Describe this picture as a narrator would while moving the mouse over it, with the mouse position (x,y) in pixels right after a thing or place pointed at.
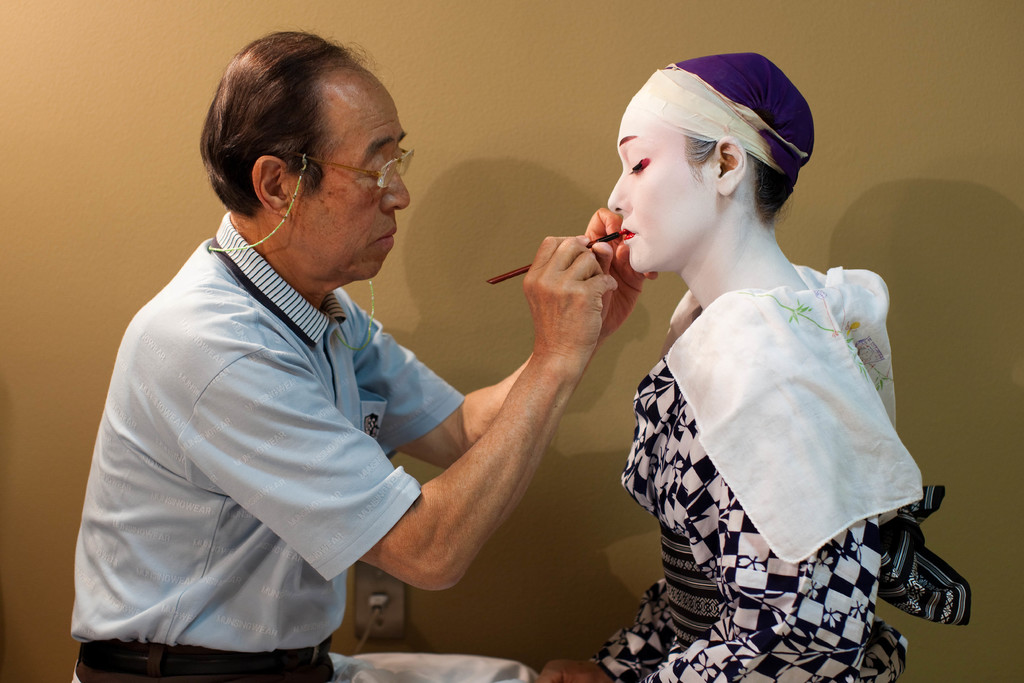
In this picture I can see there is a man (196,436) sitting and he is holding a brush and applying lipstick (630,238) to the woman (678,307) sitting in front of him, he is wearing spectacles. The woman (713,558) is wearing a black and white dress (694,487) and there are few white clothes (762,365) placed around her neck (716,287) and there is a wall (192,74) in the backdrop (436,122).
